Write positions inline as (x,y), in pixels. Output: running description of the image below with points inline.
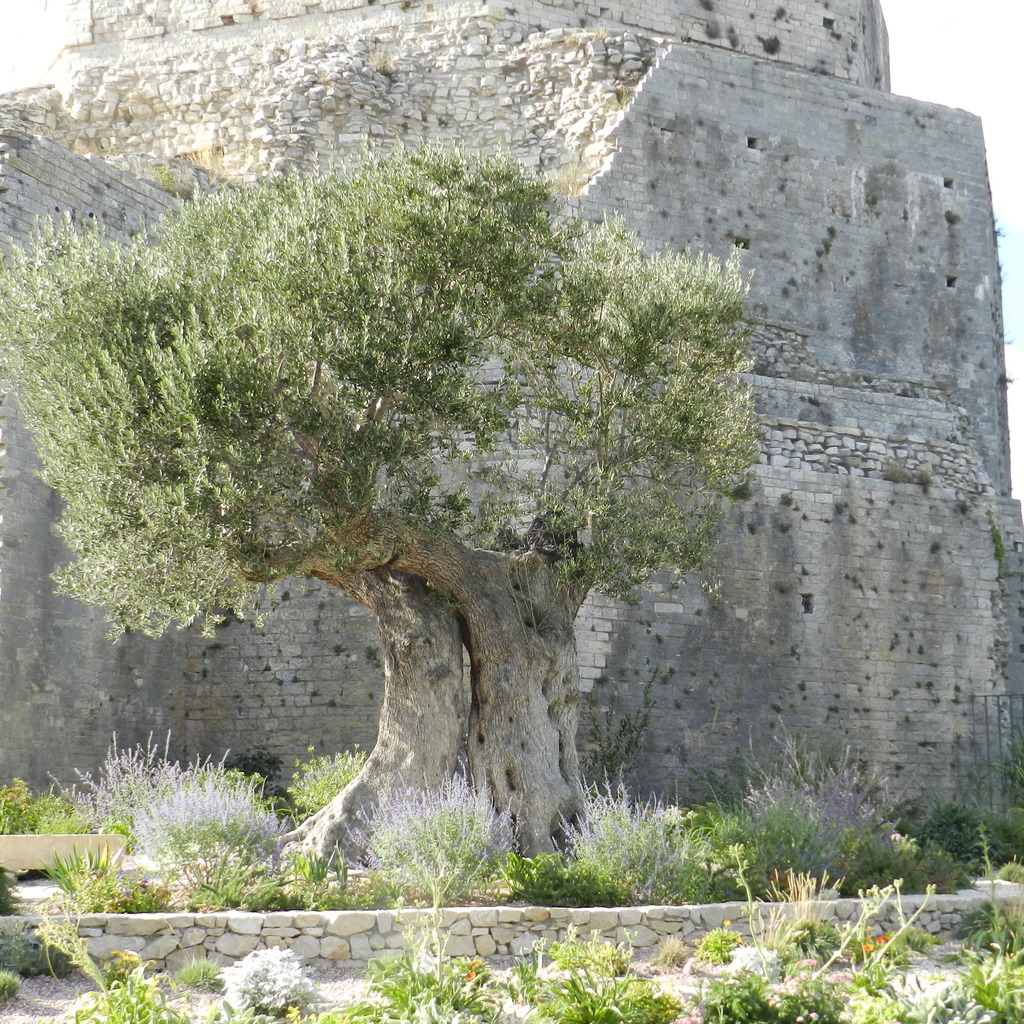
In the center of the image (501,524) there is a tree (539,730). In the background (513,20) we can see fort (568,77) and sky (904,77). At the bottom (874,813) there is grass (822,881) and plants (716,830).
